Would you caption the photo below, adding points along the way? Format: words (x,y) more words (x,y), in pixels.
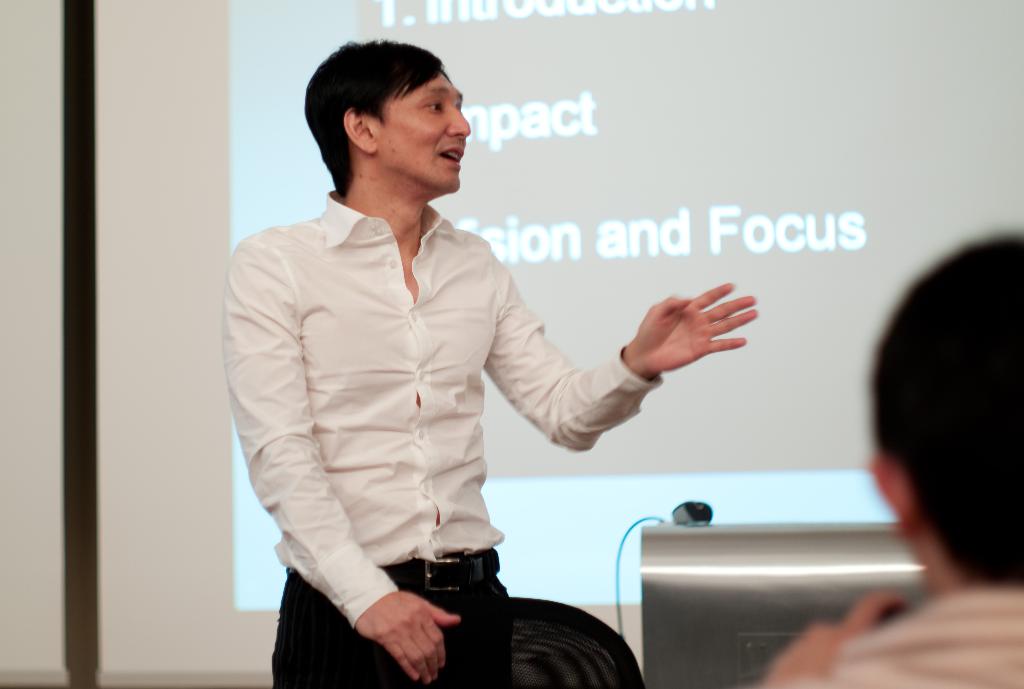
In this image, we can see a man (429,412) standing and he is wearing a white color shirt (312,342), at the right side (1004,619) there is a person (1001,573) sitting, in the background (795,130) there is a powerpoint presentation (782,116).
